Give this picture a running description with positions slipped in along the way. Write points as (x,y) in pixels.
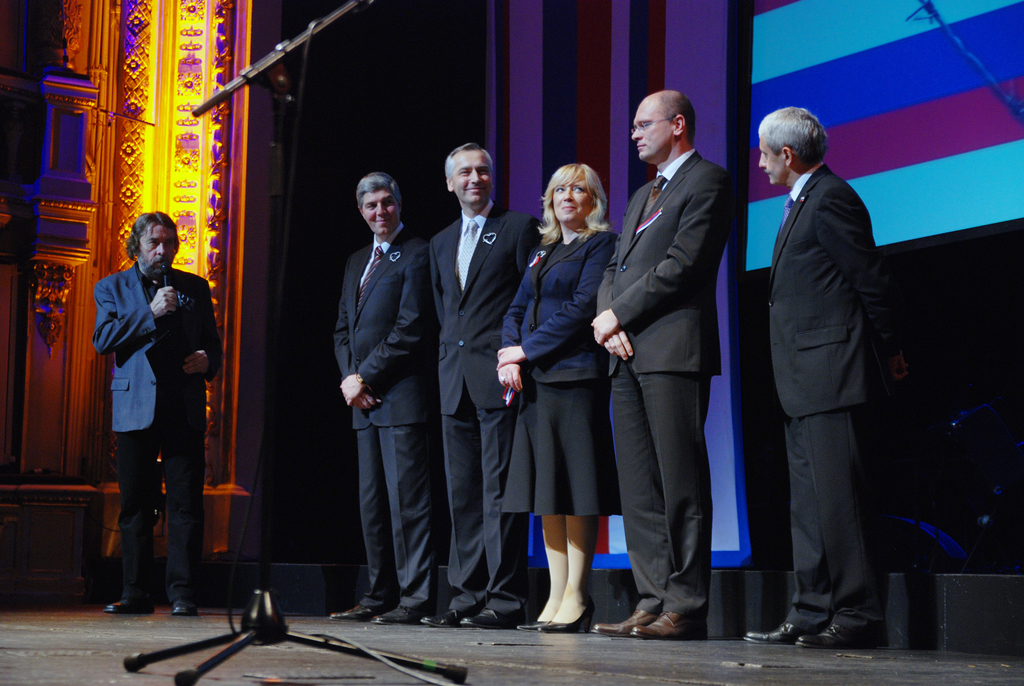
In this image we can see a few people (591,303), one of them is holding a mic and talking, behind them there is cloth (528,127), also we can see a mic stand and a pillar (73,194).
